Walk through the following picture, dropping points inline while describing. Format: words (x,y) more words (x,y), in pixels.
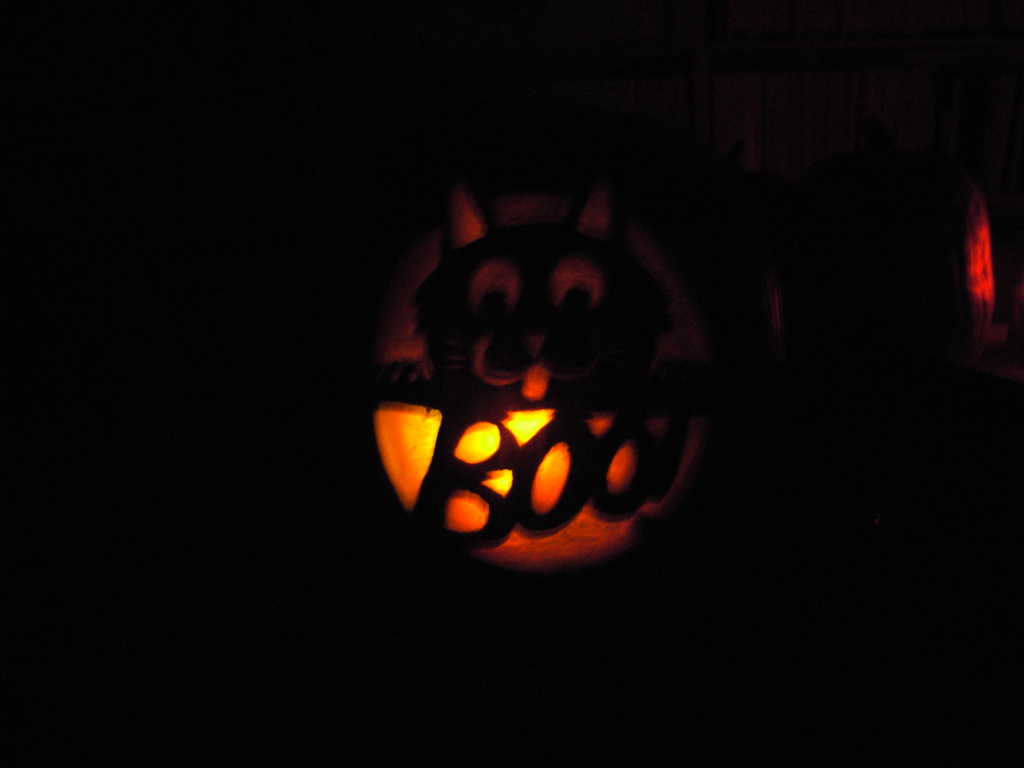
In this picture we can see a light (488,446) in the dark background.
